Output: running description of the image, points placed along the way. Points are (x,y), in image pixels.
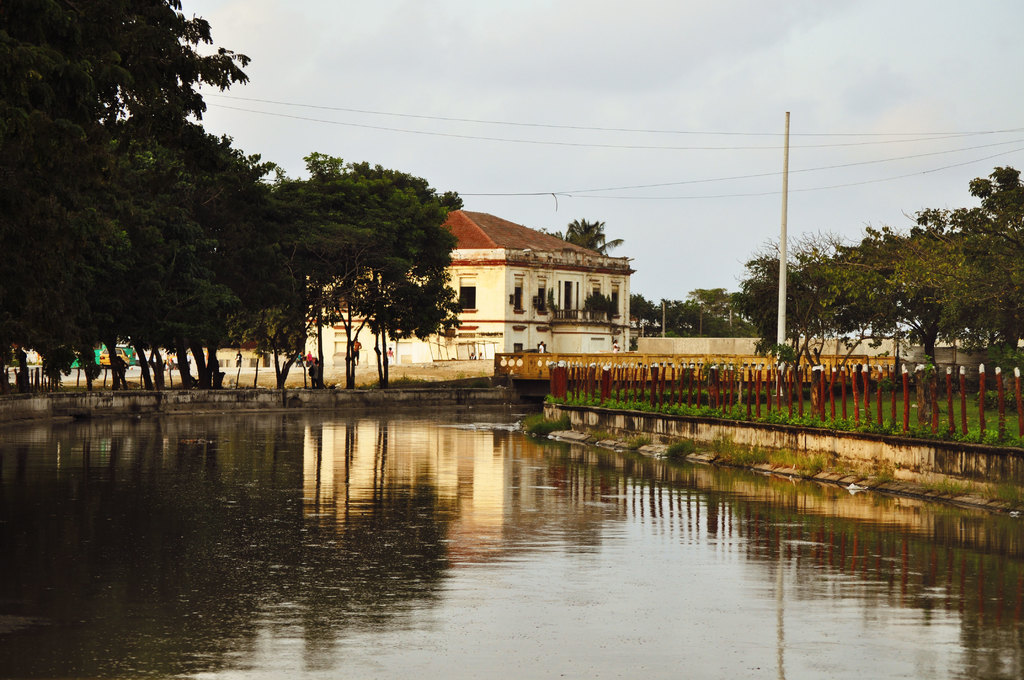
In this picture I can see there is a lake (627,676), few trees (720,331), building (456,221), a pole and the sky (771,168) is cloudy.
